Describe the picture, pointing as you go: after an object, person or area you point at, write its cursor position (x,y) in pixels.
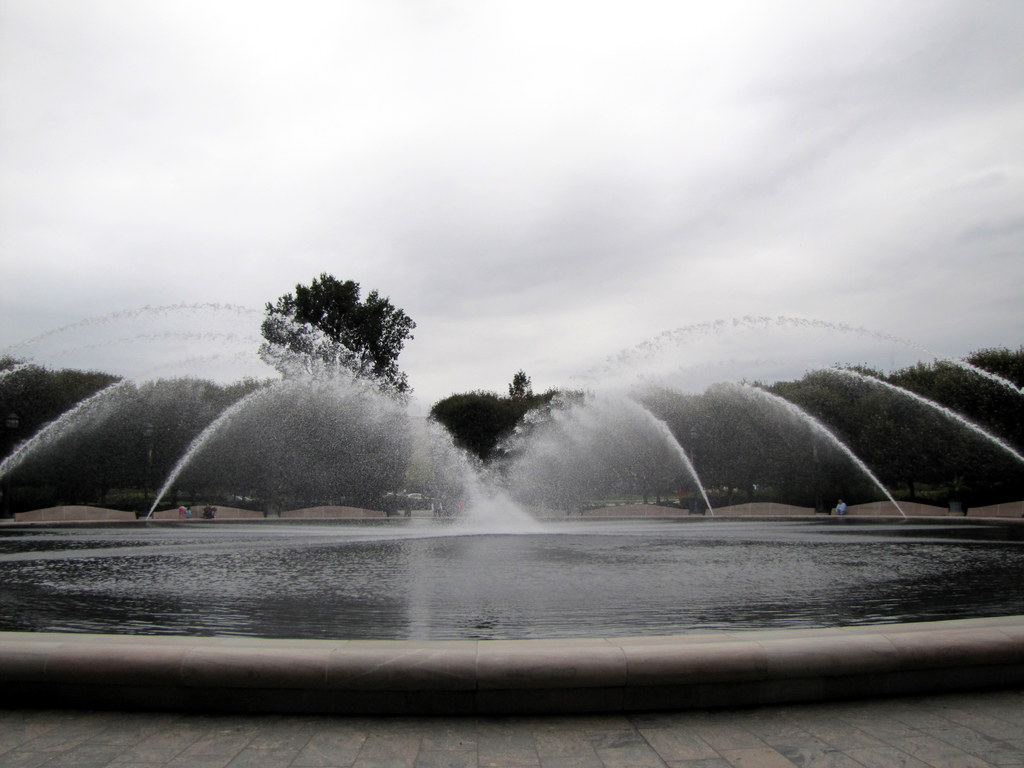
In this picture we can see water fountain (573,580) in the middle (504,504), in the background (802,495) there are some people (444,504) and some trees (837,419), there is the sky (457,161) at the top of the picture (457,161).
